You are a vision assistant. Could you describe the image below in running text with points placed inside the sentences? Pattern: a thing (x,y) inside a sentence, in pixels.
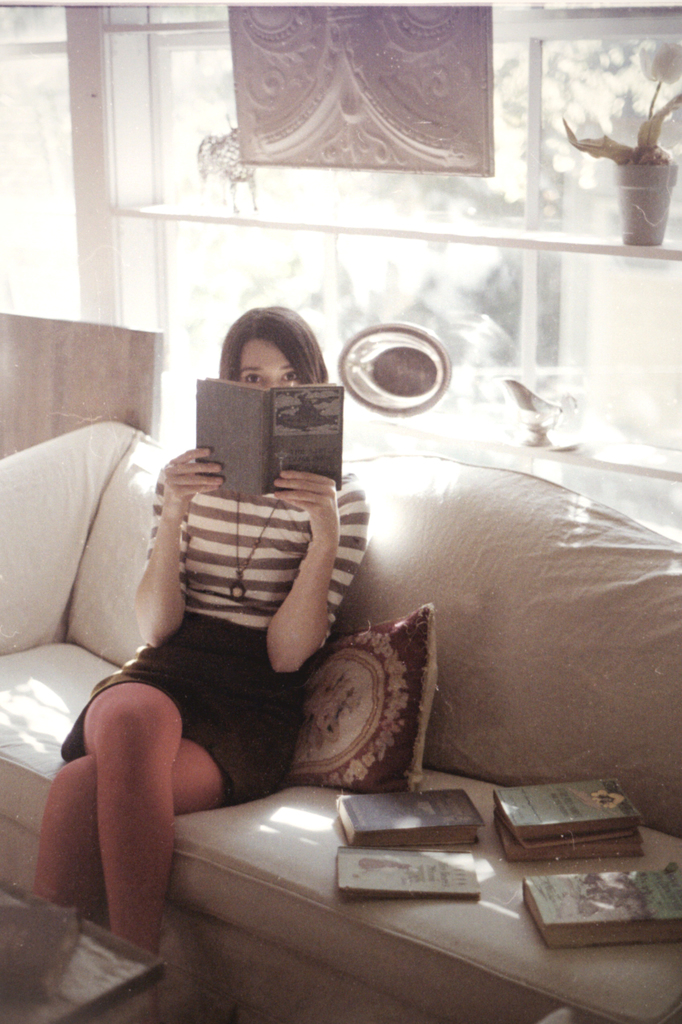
This is a picture of a woman (188,698) sitting on a couch (78,573), the woman (233,577) is reading a book (278,426) on the couch (46,514) there is a pillow (359,749) and the books (580,823), the background of the couch (123,499) is a glass windows (497,215) on the shelf (645,249) there is a flower pot (625,184).
